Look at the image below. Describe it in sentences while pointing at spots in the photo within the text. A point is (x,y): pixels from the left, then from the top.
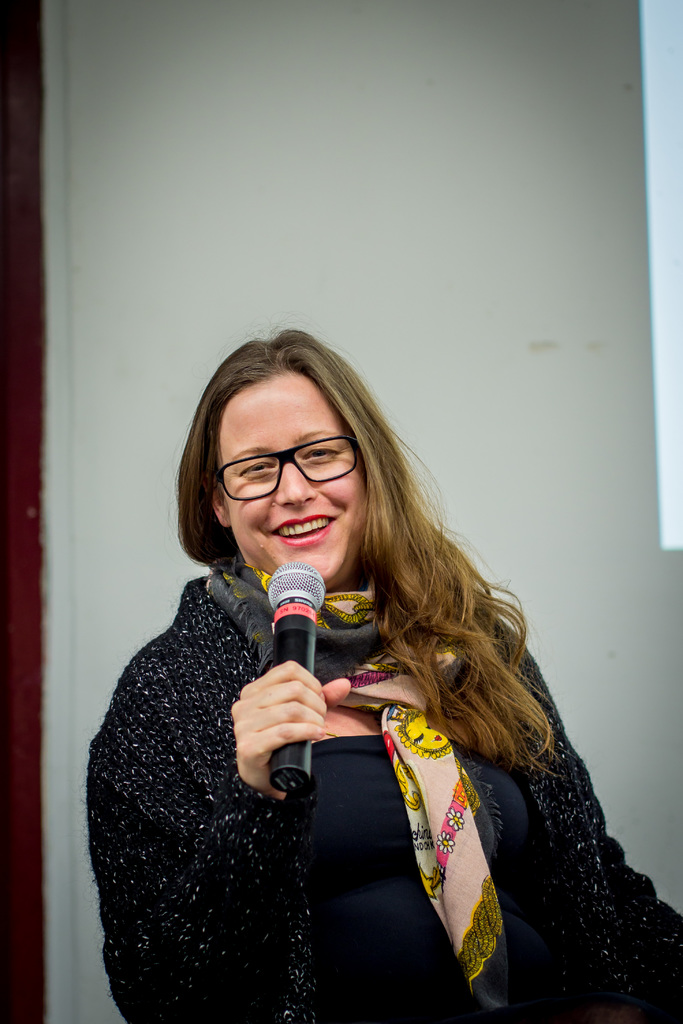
a person (426,812) is standing holding a microphone (311,639). behind her there is a wall (443,215).
